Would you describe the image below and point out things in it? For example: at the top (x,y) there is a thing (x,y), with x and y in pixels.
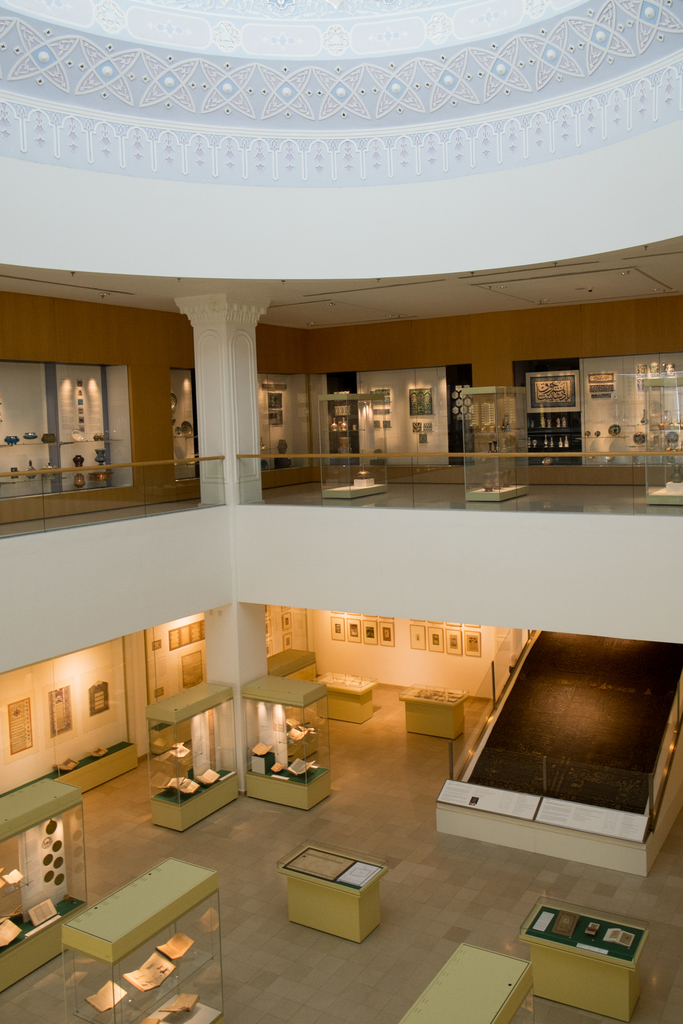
In this image, we can see tables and glass cupboards (156,945) are on the floor (408,909). In the background (173,650), there are frames (356,621) on the wall (378,646) and we can see poles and railings (455,756) and a black color board (571,681) and there are lights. At the top (169,291), there is a roof (342,251).
